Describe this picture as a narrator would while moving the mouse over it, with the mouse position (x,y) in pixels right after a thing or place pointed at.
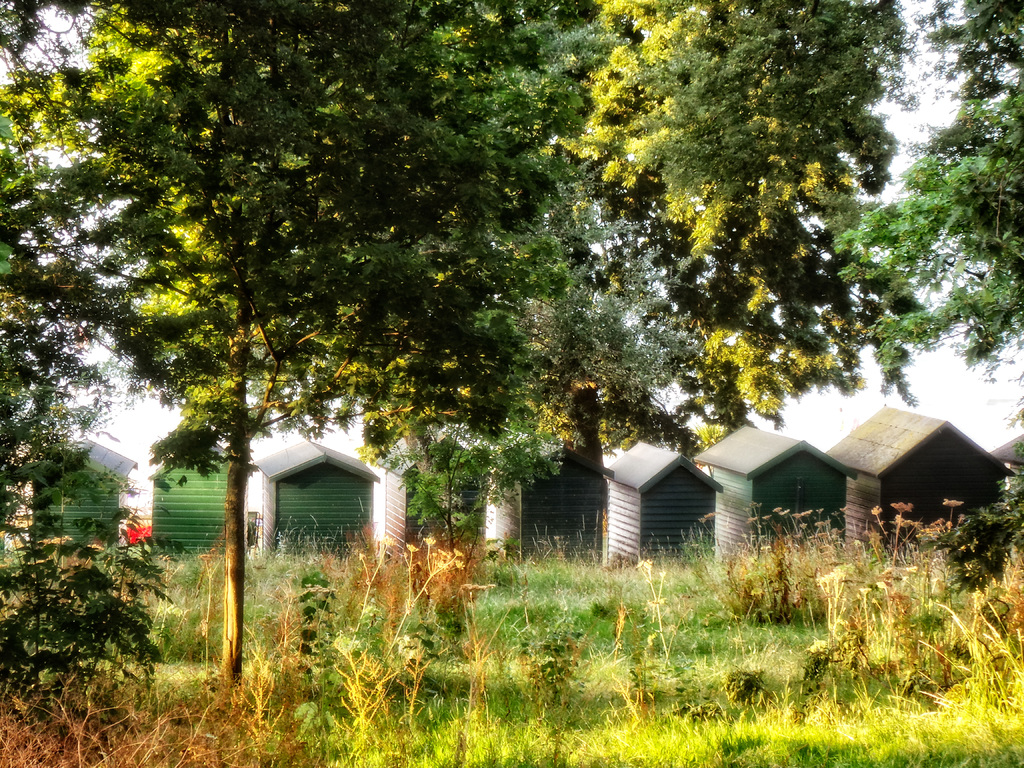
In this picture, we can see plants (332,607), trees (316,327), sheds (806,474) and a sky (927,306).
